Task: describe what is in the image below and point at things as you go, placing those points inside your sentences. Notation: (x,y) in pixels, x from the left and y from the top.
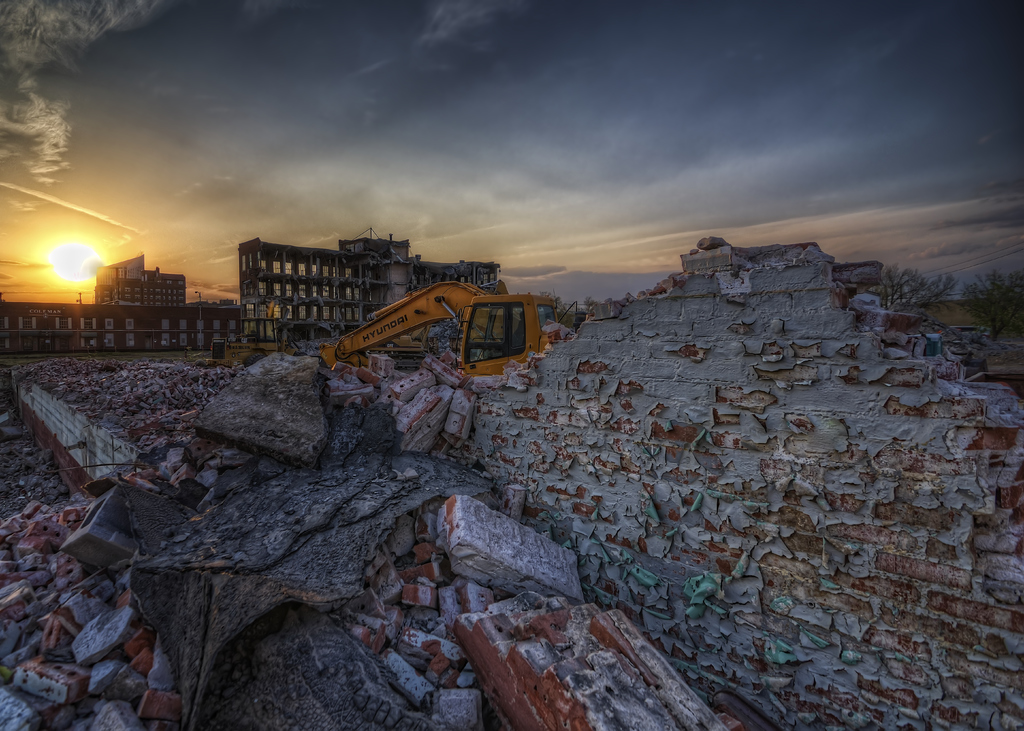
In this image we can see some bricks (97,609), buildings (315,336), trees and a crane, also we can see the destructed wall (732,392), in the background (88,258) we can see the sun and the sky (739,84) with clouds (702,185).
